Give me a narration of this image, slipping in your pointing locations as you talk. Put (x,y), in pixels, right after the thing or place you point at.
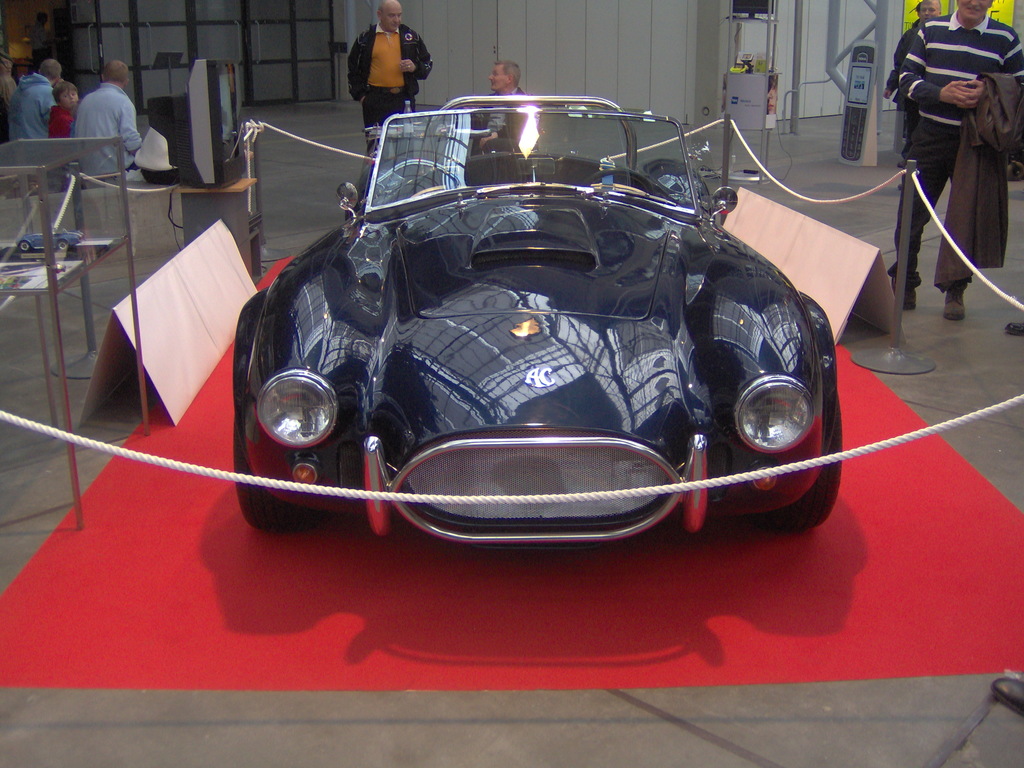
In the center of the picture (409,409) there is a car (600,406), around the car (670,361) there are ropes (778,184), stands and boards (783,260). On the right (952,74) there are people (953,130) standing. In the center of the background (466,73) there are people (396,24) and wall (529,27). On the left (73,110) there are people (63,87) sitting. At the top (149,27) there are some iron frames (732,41), television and other objects (746,77). In the foreground (323,586) there is a red carpet (403,596).
